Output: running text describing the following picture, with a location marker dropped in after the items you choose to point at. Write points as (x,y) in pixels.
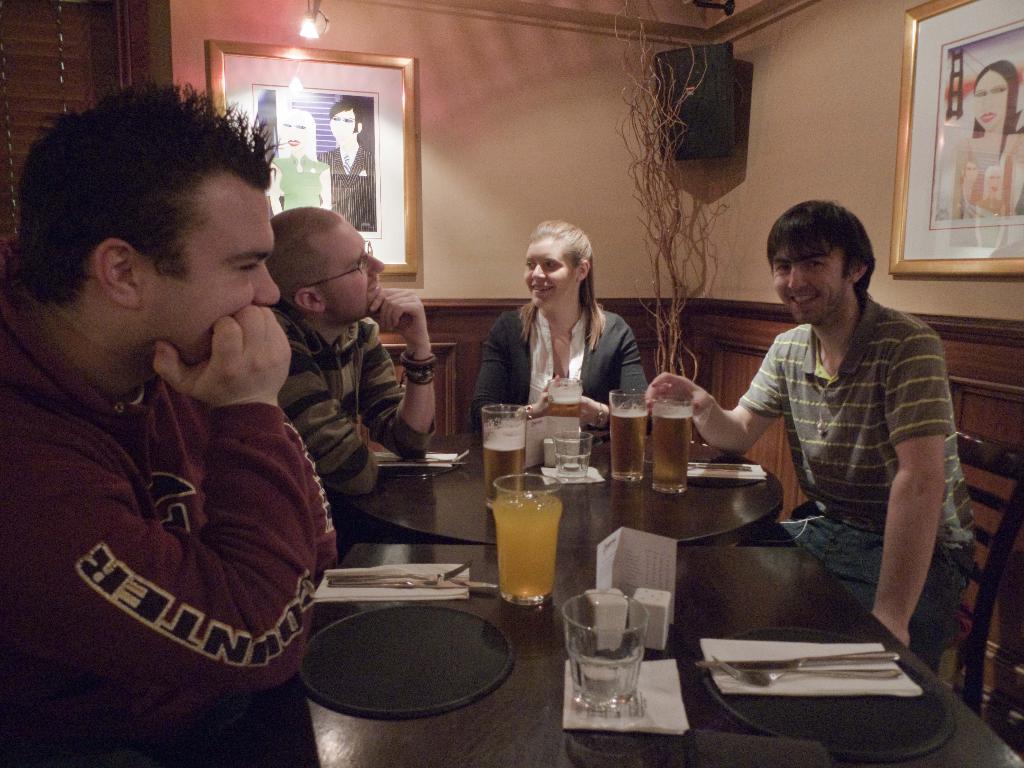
In a picture four people (744,412) are sitting in front of the tables (534,644) and on the table (567,551) there are drinks (549,531) and forks (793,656) and behind the people (546,261) there is a one wall (525,231) with some photos (964,244) on it and at the corner there is one speaker (732,139) is present.
